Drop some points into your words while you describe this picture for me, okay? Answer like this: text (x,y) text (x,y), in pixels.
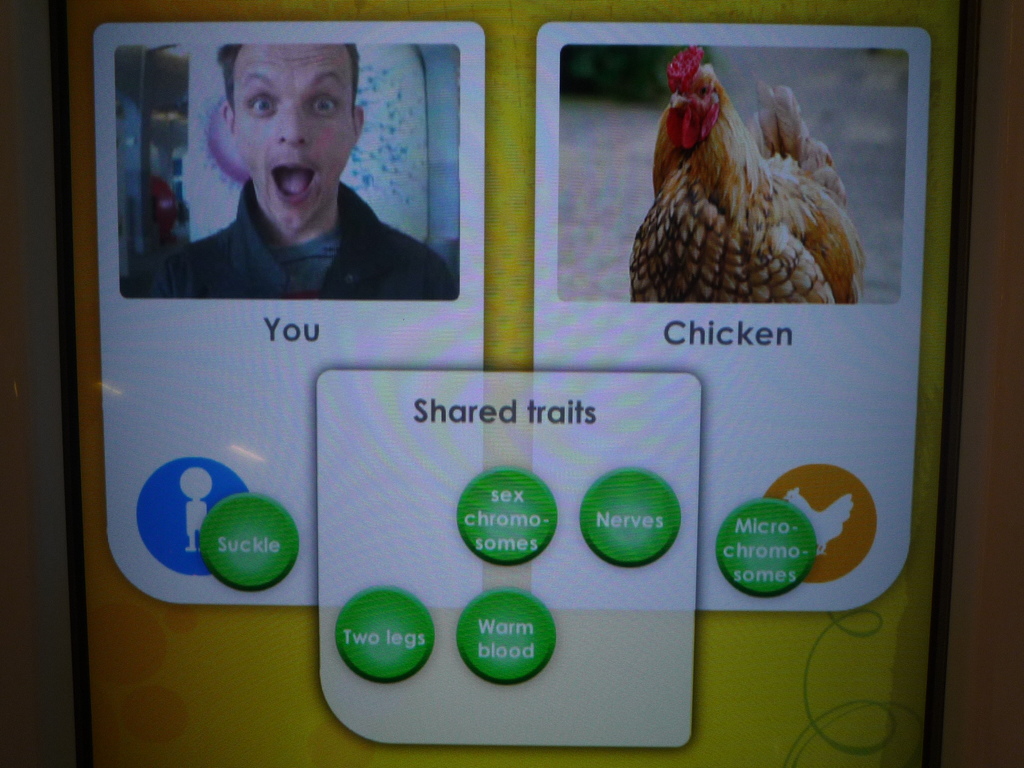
In this image I can see the screen (212,580). In the screen (340,637) I can see a person face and a bird (784,224) and the bird (761,255) is in brown and cream color, and I can see something written on the screen (527,630).
